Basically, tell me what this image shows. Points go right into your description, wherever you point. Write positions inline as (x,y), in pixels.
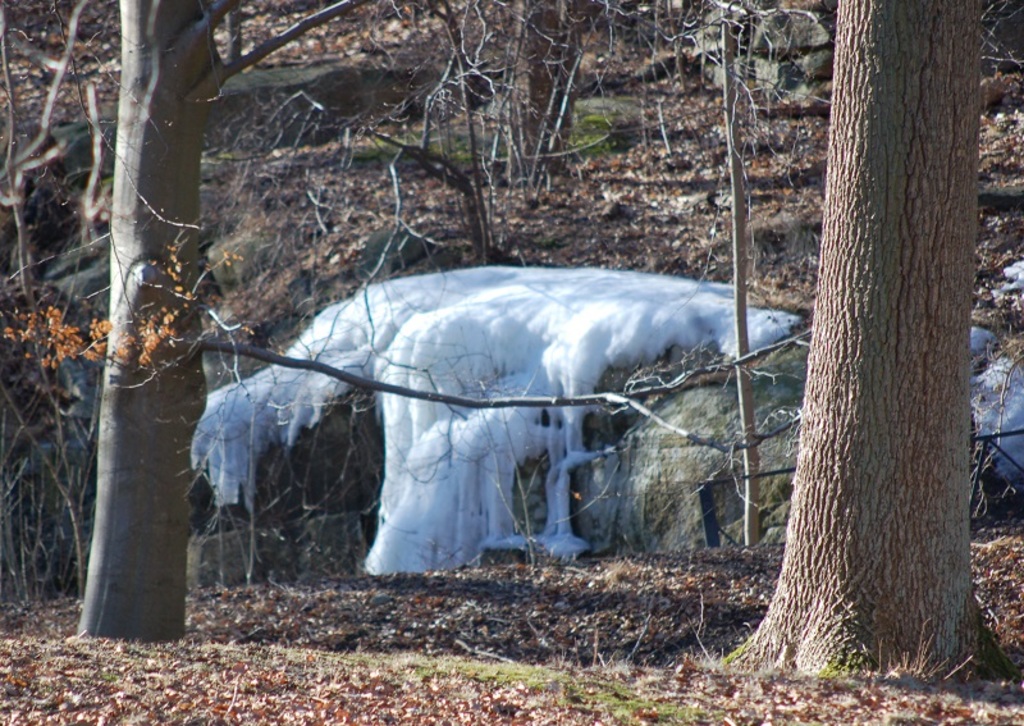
There are trunks (129,24) on both the sides of the image, it seems like snow (429,366) in the center (510,446) there are dry leaves (438,647) at the bottom side (433,643) and dry plants (471,105) in the background (438,173).
